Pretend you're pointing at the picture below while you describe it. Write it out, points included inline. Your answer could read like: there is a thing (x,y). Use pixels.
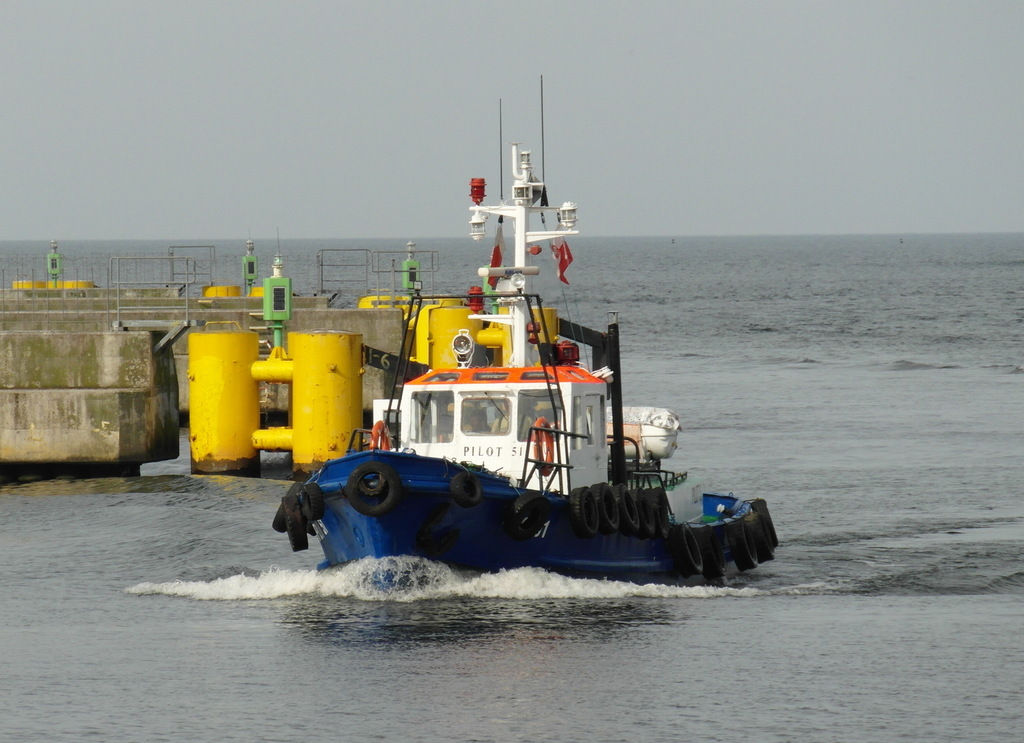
This picture is clicked outside the city. In the center (481,492) there is a boat (534,397) in the water body (870,294) and we can see there are some objects (279,323) in the water body (745,333). In the background (857,59) we can see the sky (819,140).
